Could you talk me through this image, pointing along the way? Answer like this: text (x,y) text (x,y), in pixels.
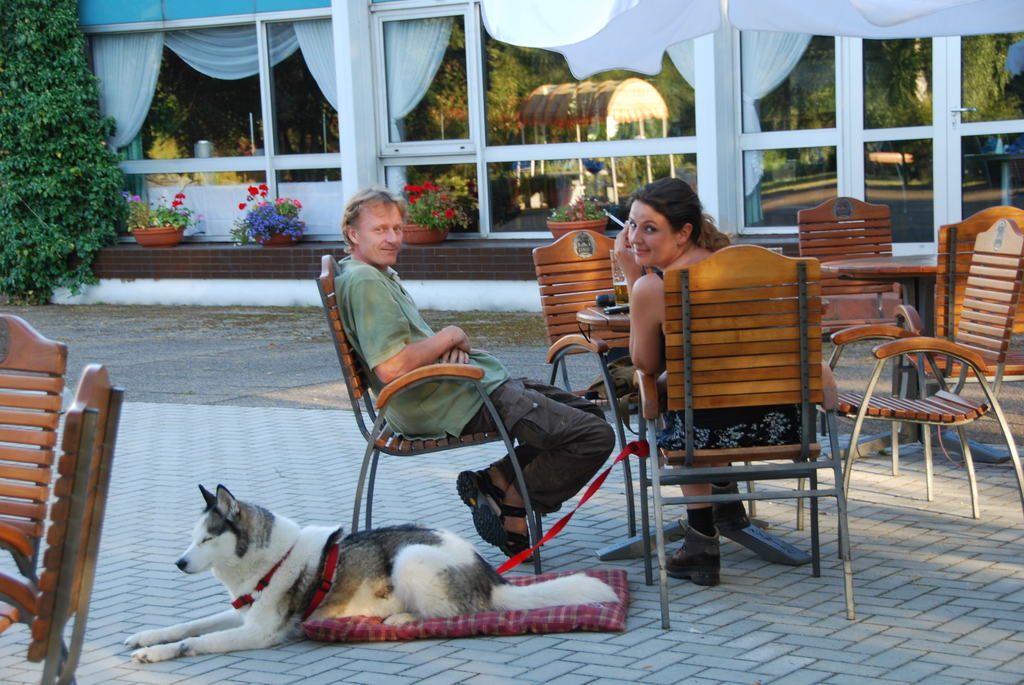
This is a picture outside a house (654,154). In the foreground of the picture (469,590) on the pavement (687,645) there is a dog (453,580). To the right (931,280) there is a table (846,270) around table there are chairs (717,367) there are two persons (446,351) sitting in the chairs (669,272). In the background (671,82) there is a building (577,94), many windows (450,121) and glass door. On top left (56,67) there is a tree (44,162). In background (416,213) there are many house plants (259,204) and flowers (256,238).
